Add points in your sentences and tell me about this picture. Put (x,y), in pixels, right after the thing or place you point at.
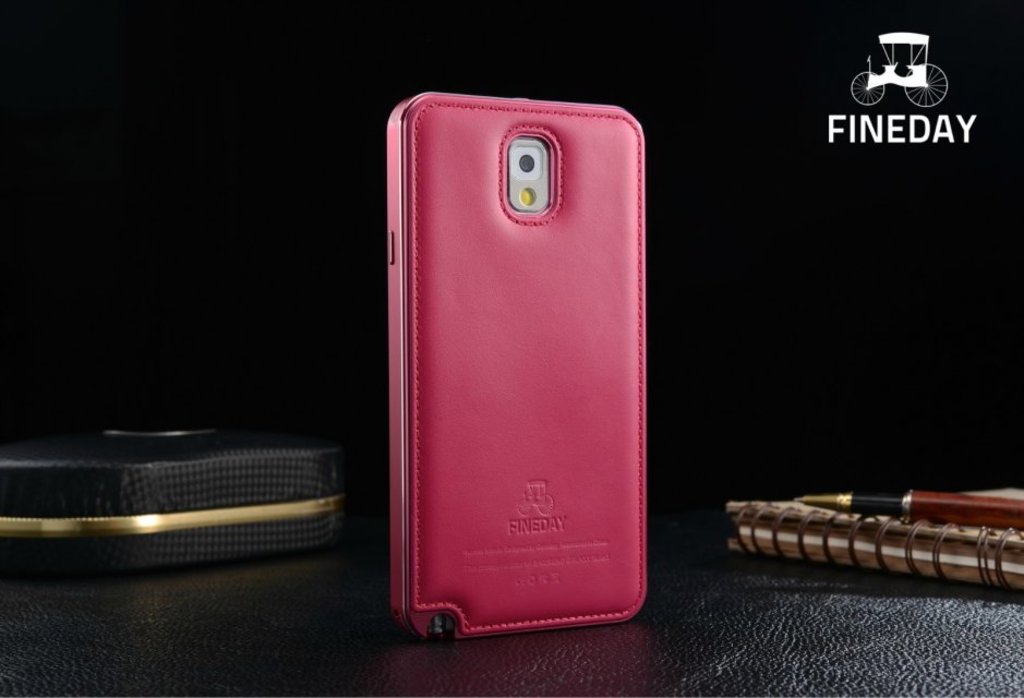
In this image we can see black surface (612,648). On that there is a book (910,545) with pen (923,508), mobile case (504,353) and a box (119,459). Also we can see watermark (894,81) in the right top corner (929,84).
